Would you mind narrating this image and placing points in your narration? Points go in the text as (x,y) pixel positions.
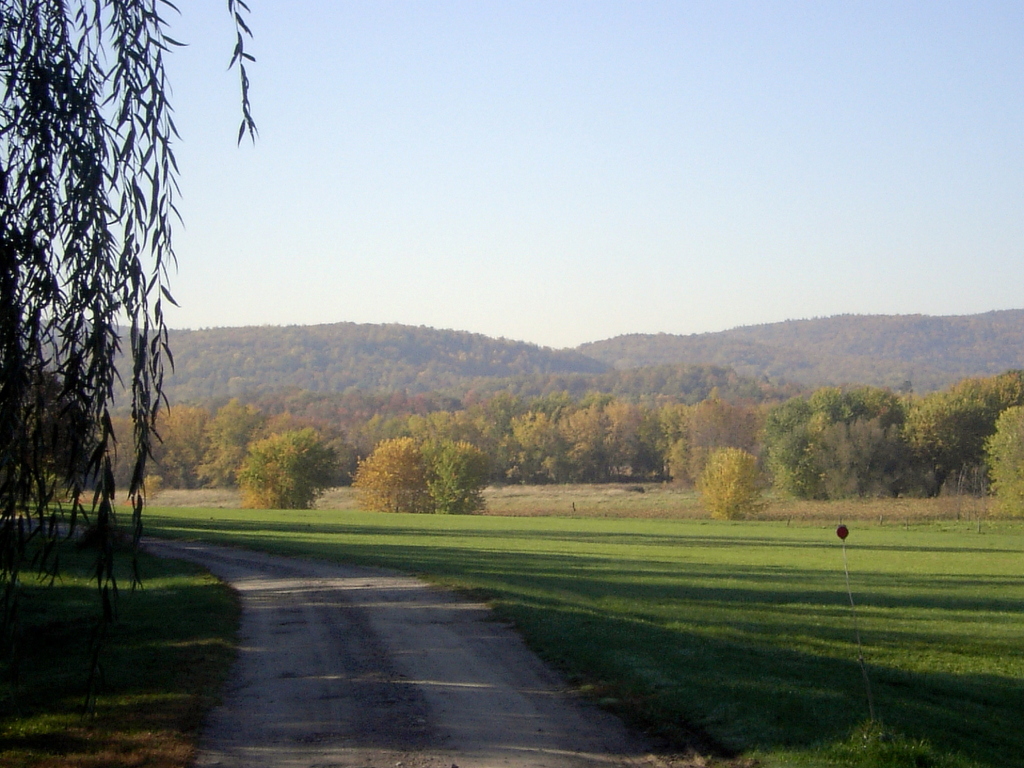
This picture is clicked outside. In the foreground (426,607) we can see the path (296,655) and the green grass (601,671). On the left (0,239) we can see the leaves (84,217). In the background (291,138) there is a sky (675,189), hills (428,333), trees (306,469) and plants (1018,485).
